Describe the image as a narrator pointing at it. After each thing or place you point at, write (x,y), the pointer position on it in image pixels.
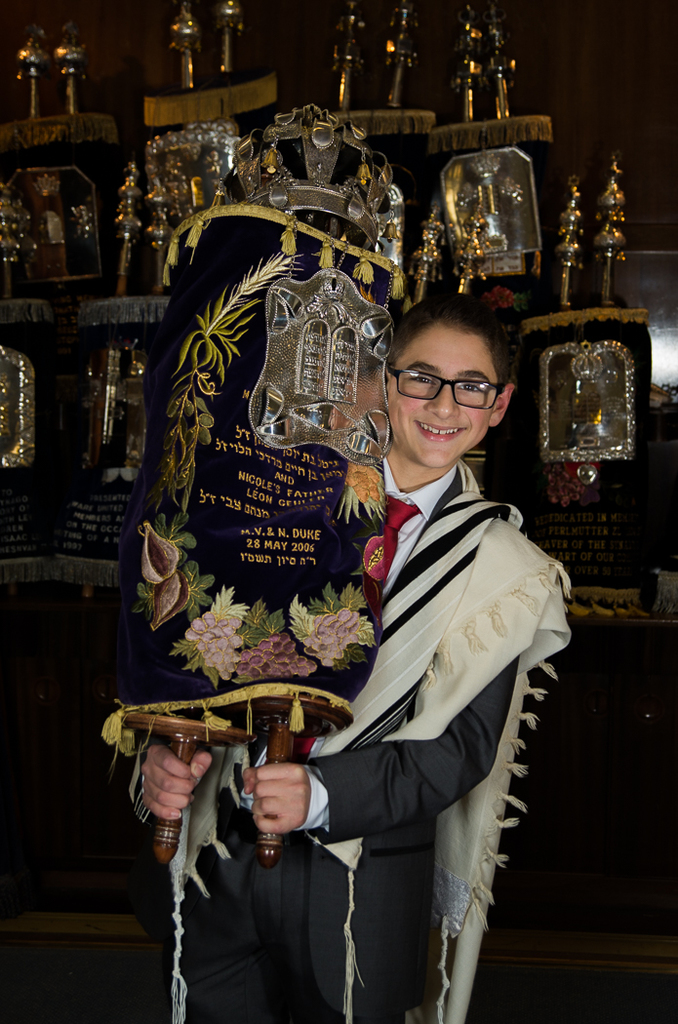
In this picture there is a boy (503,766) in the center of the image (452,433), by holding a Torah scroll (364,504) in his hands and there are other Torah scrolls (52,260) in the background area of the image (52,260).
